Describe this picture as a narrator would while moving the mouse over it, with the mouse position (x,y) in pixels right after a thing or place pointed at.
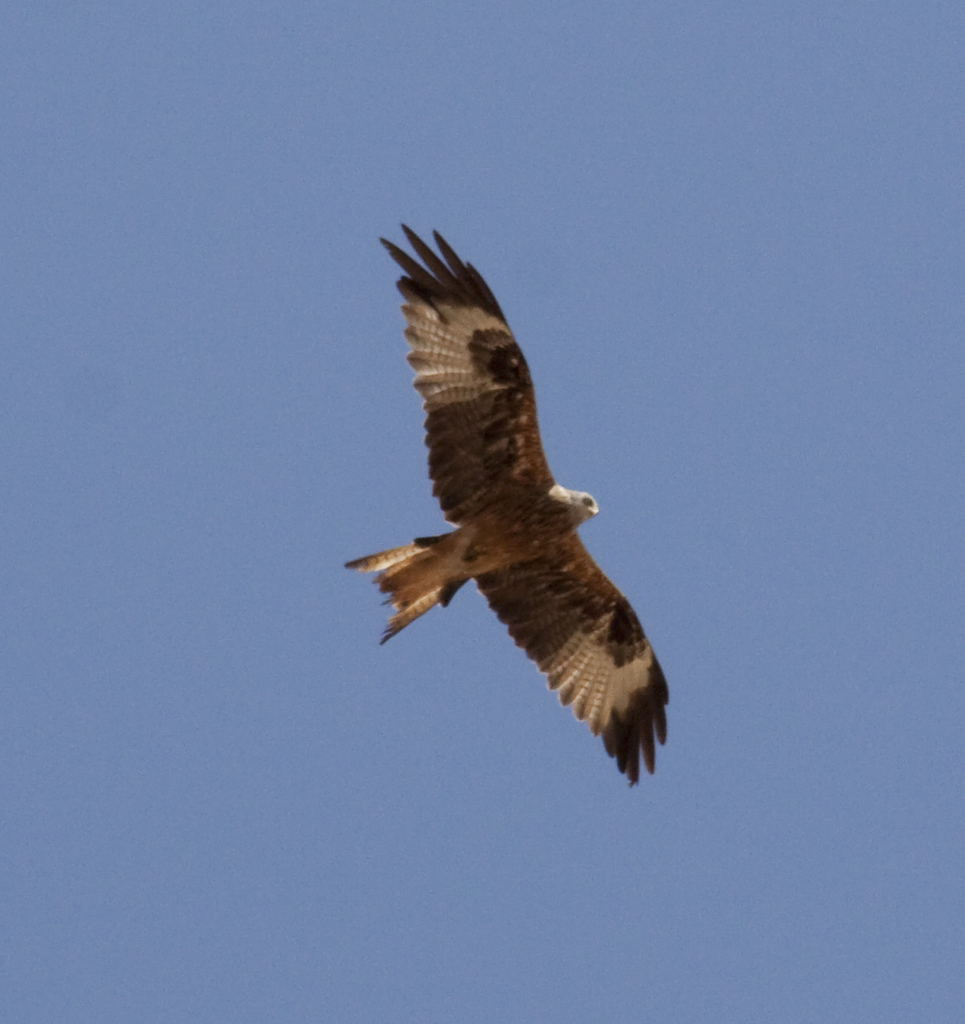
In this image we can see a bird (568,628) in the sky (645,595).
